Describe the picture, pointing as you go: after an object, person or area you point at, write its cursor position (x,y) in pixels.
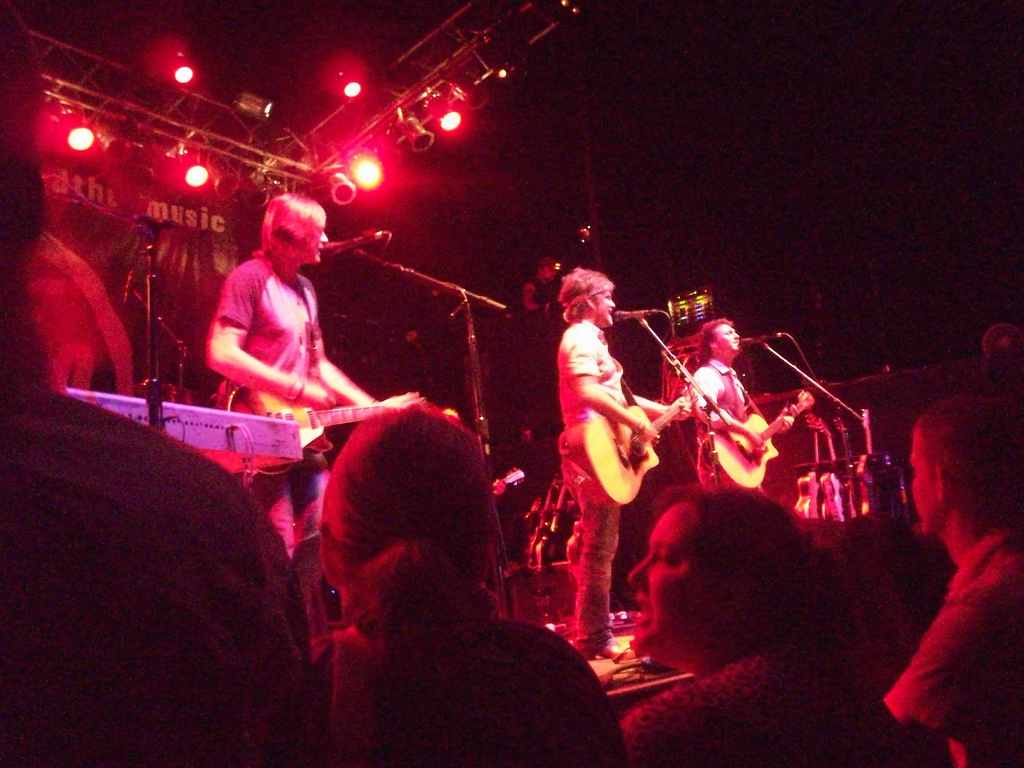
There are few people (577,359) on the stage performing by singing on mic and playing guitars (302,413). In the background (271,178) we can see lights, poles (261,168) and musical instruments (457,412) and there are audience (748,631) in the front (401,667).
